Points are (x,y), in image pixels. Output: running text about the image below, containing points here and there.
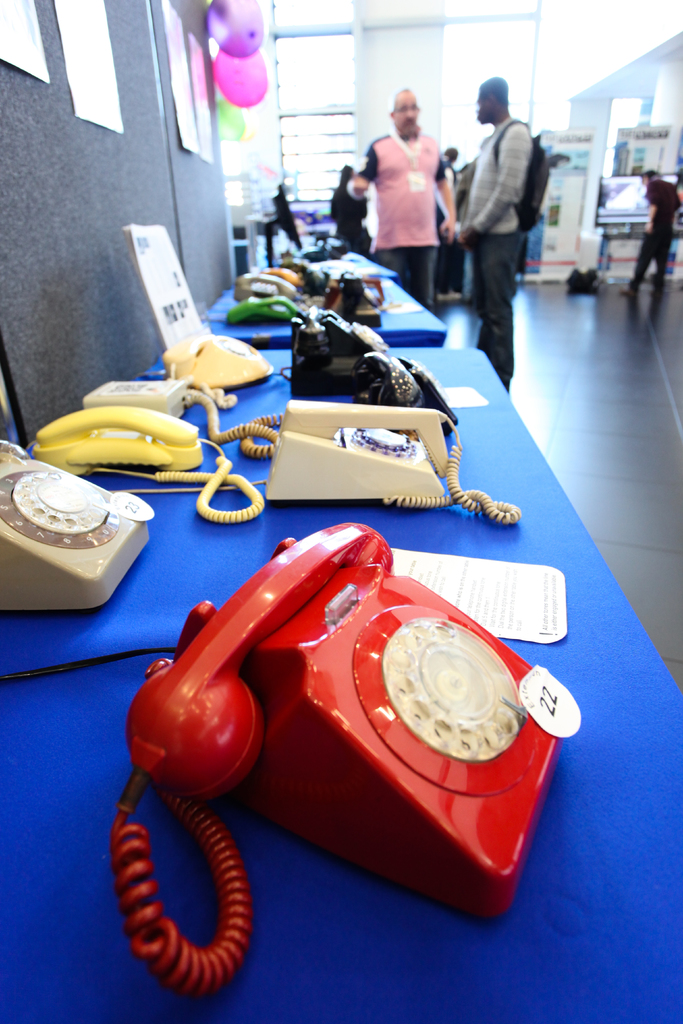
In this picture we can see few telephones (437,438) and papers (139,240) on the table (167,596), in the background (400,194) we can find few people (493,250), and also we can see few balloons (228,125) on the wall (133,135).
